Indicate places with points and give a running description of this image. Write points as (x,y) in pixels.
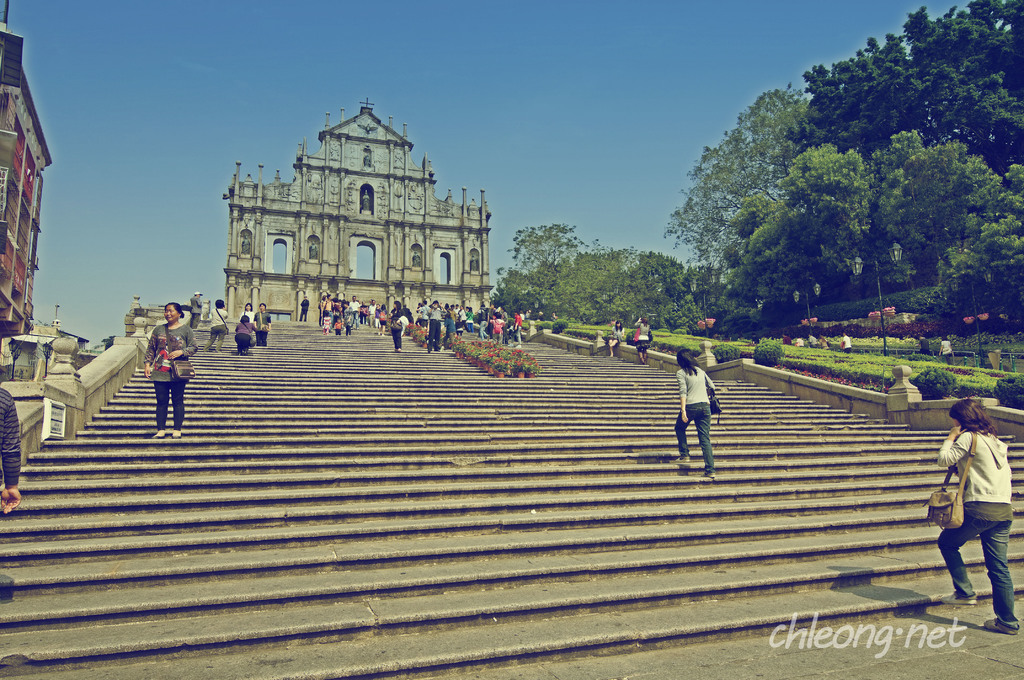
In the picture there is a monument (299,280) and in front of that there are a lot of steps (298,410) and there are many people (501,310) in front of those monument (279,295), on the right side (750,199) there are plenty of trees (851,220).
